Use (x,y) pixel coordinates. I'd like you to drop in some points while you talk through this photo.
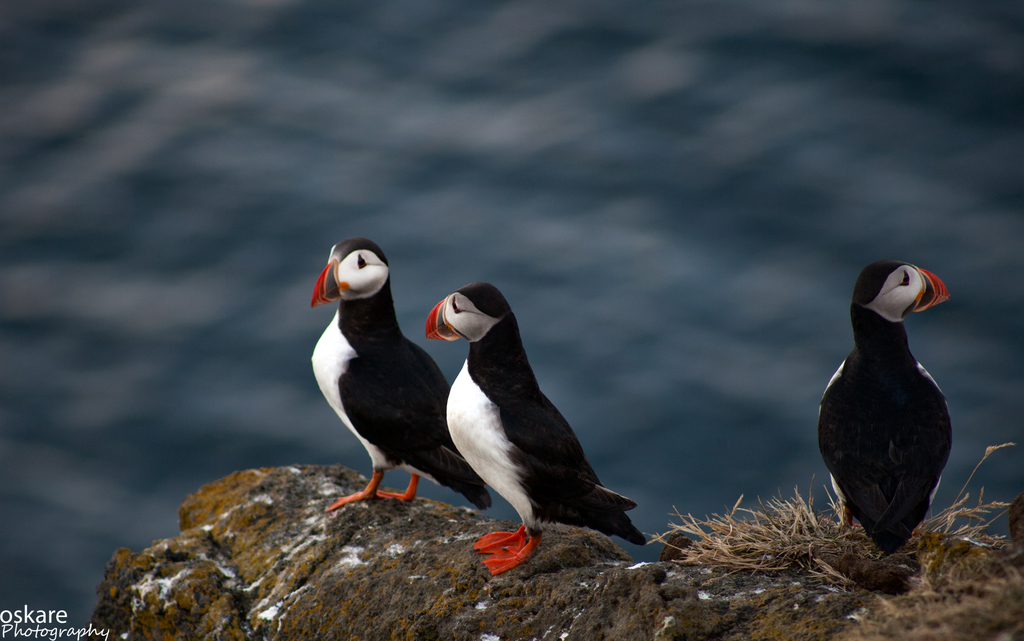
In this image I can see few birds (484,445) which are black, white, orange and red in color are standing on the rock (527,570) and I can see some grass (813,572). In the background (735,492) I can see water (721,420).
